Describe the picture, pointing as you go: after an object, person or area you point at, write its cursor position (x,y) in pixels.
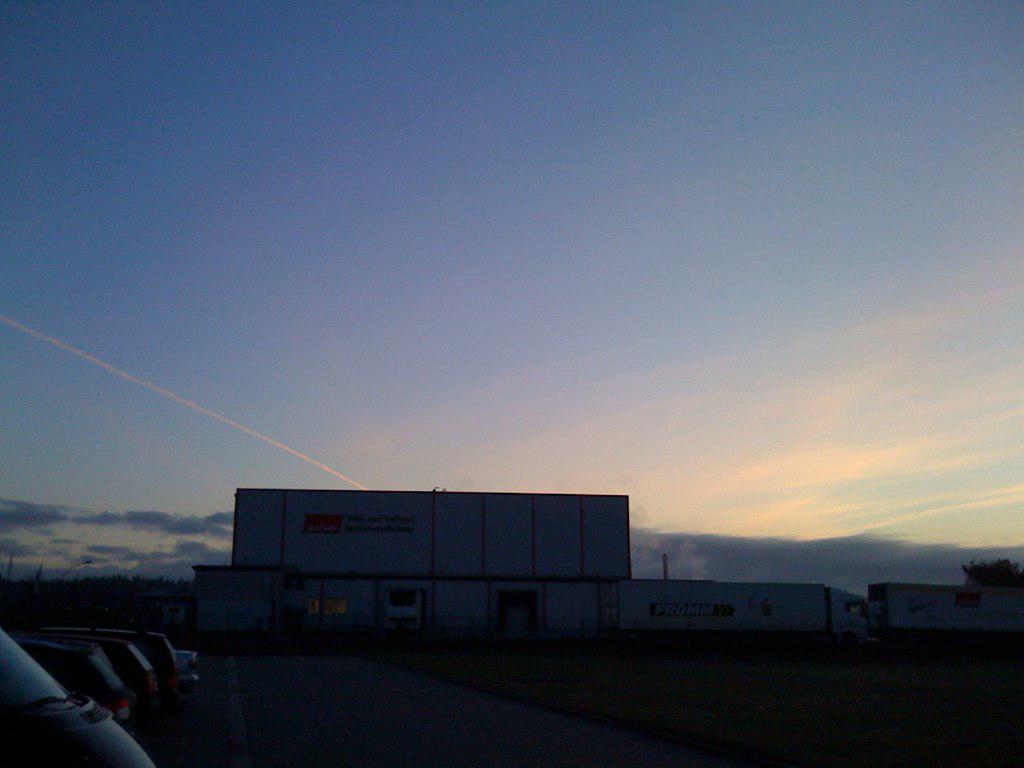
In this image I can see on the left side (130,696) there are cars (109,747), in the middle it is a building (461,576). On the right side (775,605) there are trucks (710,593), at the top (557,228) it is the sky (566,275).
